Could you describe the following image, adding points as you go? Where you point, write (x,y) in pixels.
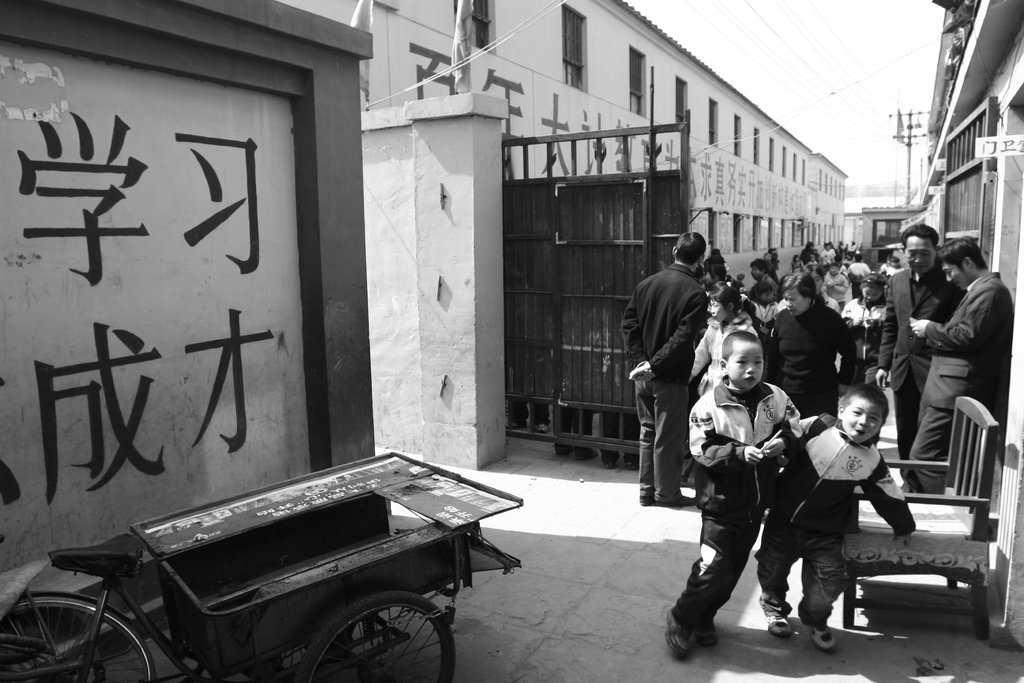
This picture shows a group of people (807,374) standing and we see a chair (969,570) and a buildings (1009,206).
